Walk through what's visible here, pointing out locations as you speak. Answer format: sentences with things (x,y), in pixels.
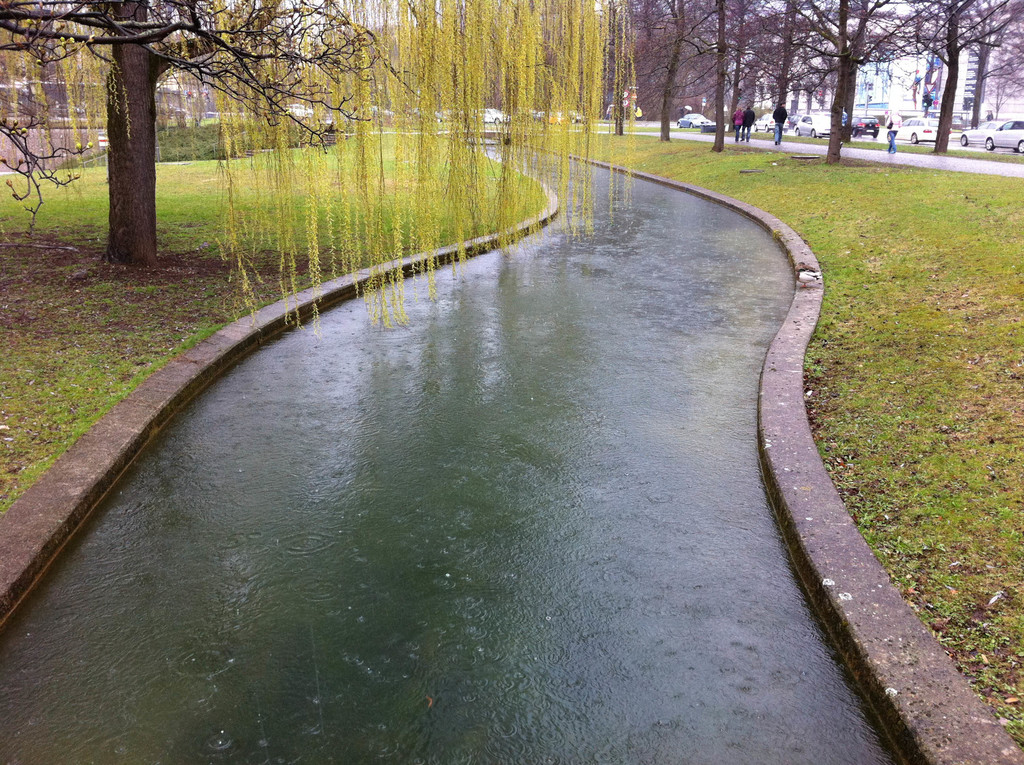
In this image I can see water (586,431) in the center (562,376). There is grass (76,352) and trees (606,84) on the either sides. There are people (888,136), vehicles (801,128) and buildings (894,64) on the right (878,94).
